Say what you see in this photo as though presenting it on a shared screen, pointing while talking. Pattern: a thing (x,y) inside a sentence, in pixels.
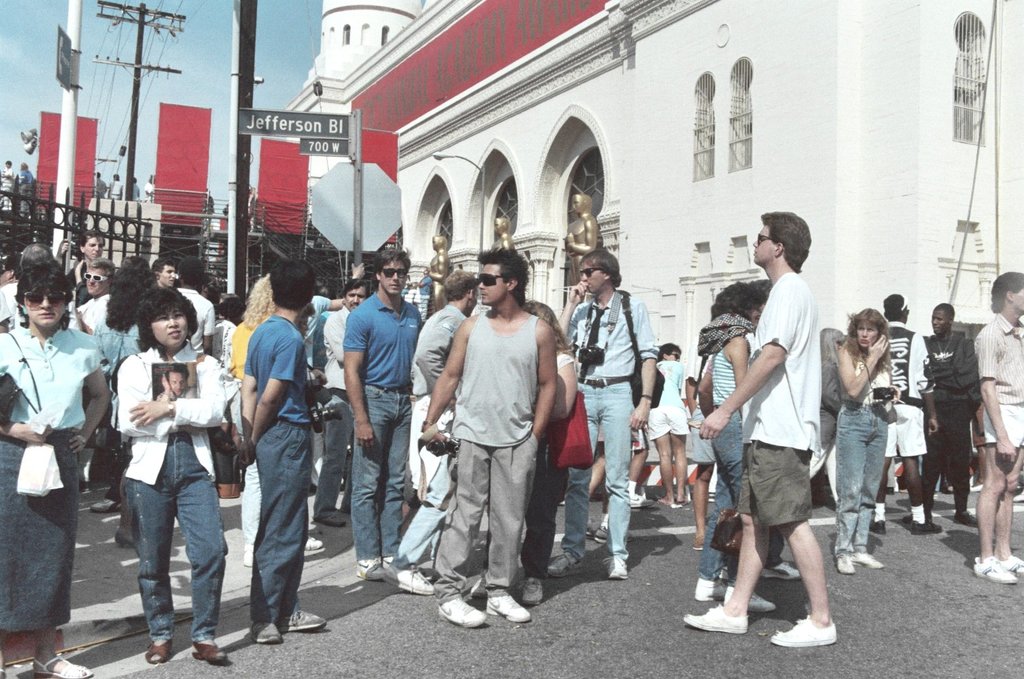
In this image, we can see a group of people (871,388) are standing. On the right side of the image (817,425), we can see a person (777,390) is walking on the road (717,663). Background (953,126) we can see building (835,247), statues (448,266), grill (65,221), poles (132,166), banners (271,190), sign boards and sky (220,88).
